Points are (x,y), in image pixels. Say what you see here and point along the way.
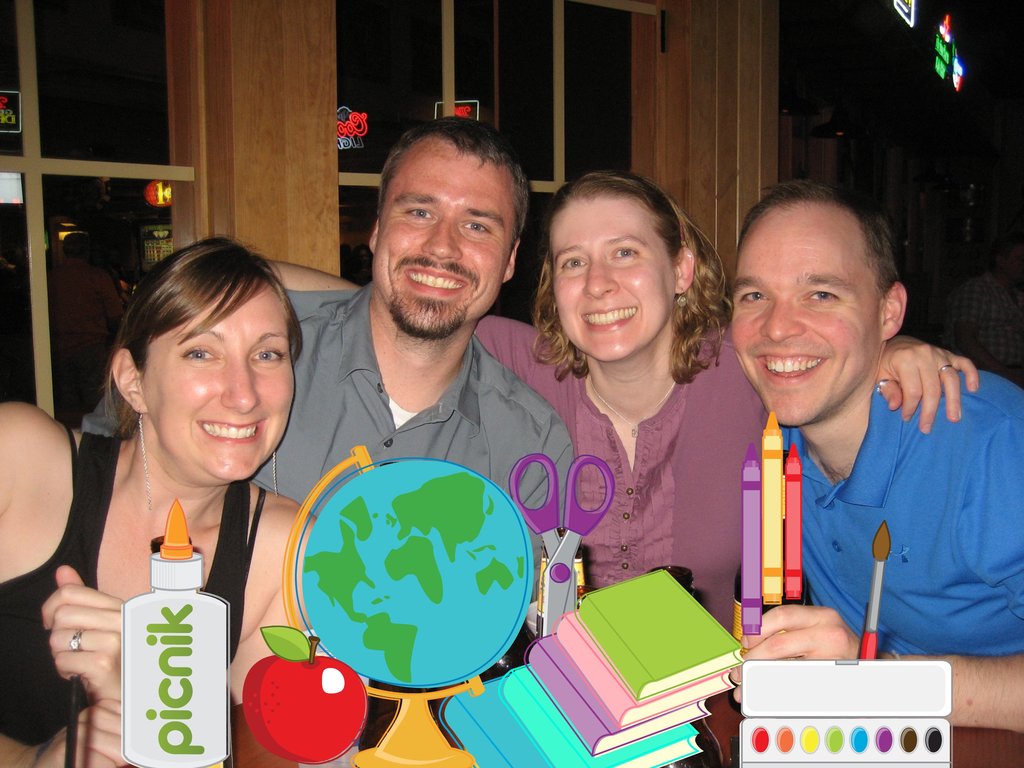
In the picture I can see 2 men (535,415) and 2 women (253,493) are smiling. In front of the image I can see some cartoon pictures (564,659) of books (703,679), an apple (351,705) and some other things (489,636). In the background (443,104) I can windows (127,130) and some other objects (215,122).
